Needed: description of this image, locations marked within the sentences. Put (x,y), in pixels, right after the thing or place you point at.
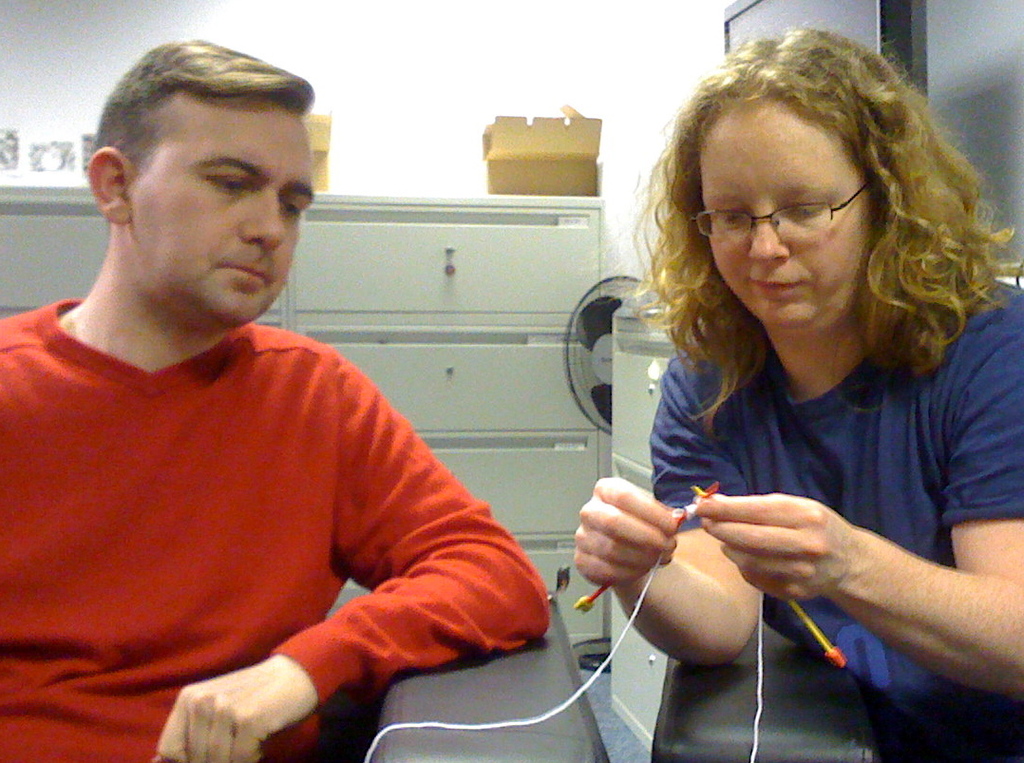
In this picture I can see a man (315,481) and a woman (756,283) are sitting on chairs (563,662). The woman (710,581) is holding something in the hand (773,582). The woman (794,362) is wearing spectacles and blue color T-shirt (865,449). The man (269,648) is wearing red color T-shirt (262,634). In the background (453,122), I can see a wall (493,93) and a cupboard (483,320) which has some objects (504,132) on it.
